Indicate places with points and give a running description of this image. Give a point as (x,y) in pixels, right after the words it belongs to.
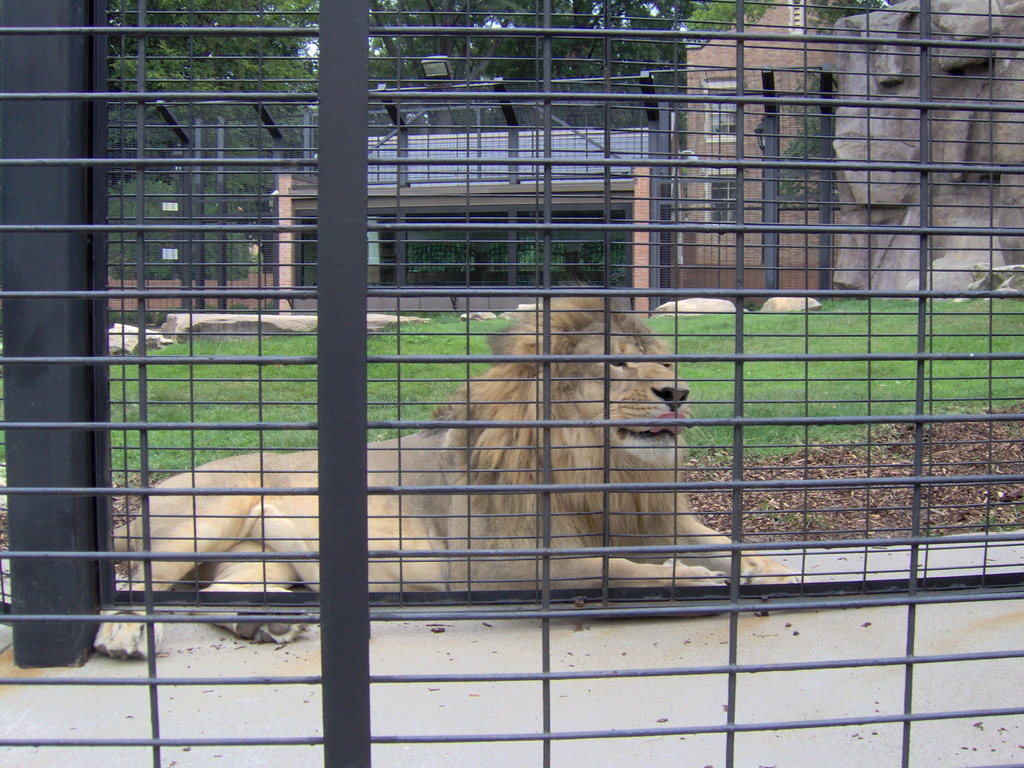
There is a lion (531,409) in a cage (461,425) in the foreground area of the image (544,452), there are stones (531,309), grassland (445,352), trees (572,21), it seems like house structure (518,202) and a lamp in the background (511,268).
